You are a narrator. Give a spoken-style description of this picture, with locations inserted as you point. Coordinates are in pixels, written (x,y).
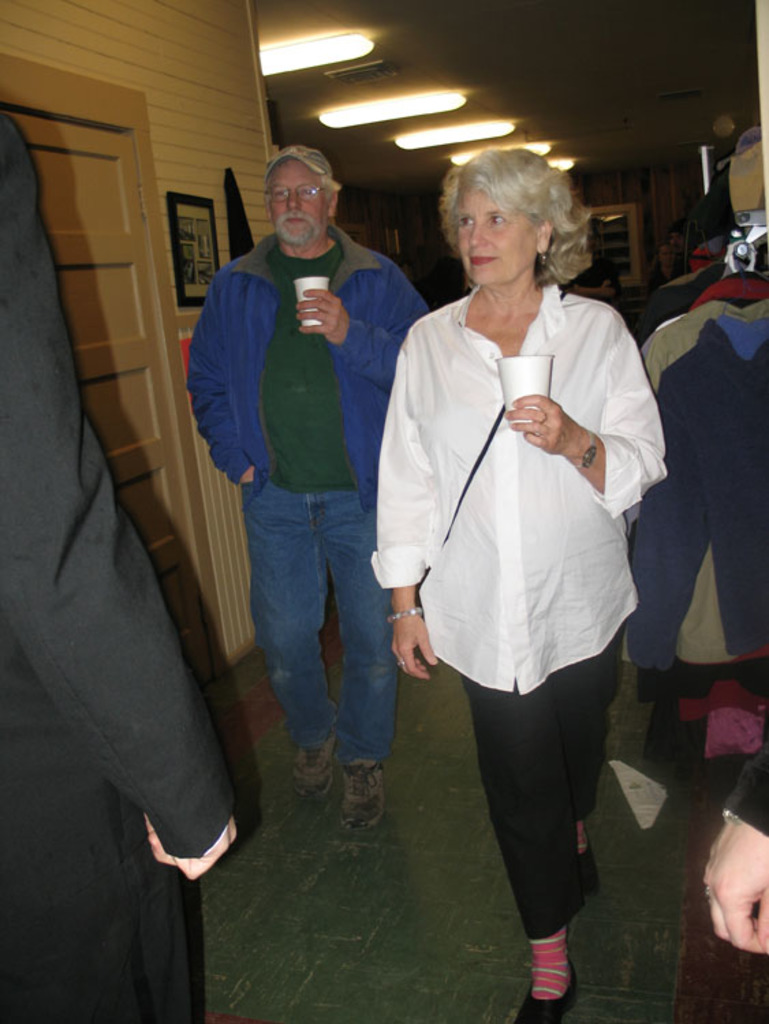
In the image we can see a woman (592,510), a man (278,423) and other people (715,889) around. They are wearing clothes (428,580) and shoes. The man (334,299) and the women (443,392) are holding glass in their hands (546,434). Here we can see floor (422,892), wall (203,169), door (140,235), frame (175,225) stick to the wall (224,249) and lights (349,118).
